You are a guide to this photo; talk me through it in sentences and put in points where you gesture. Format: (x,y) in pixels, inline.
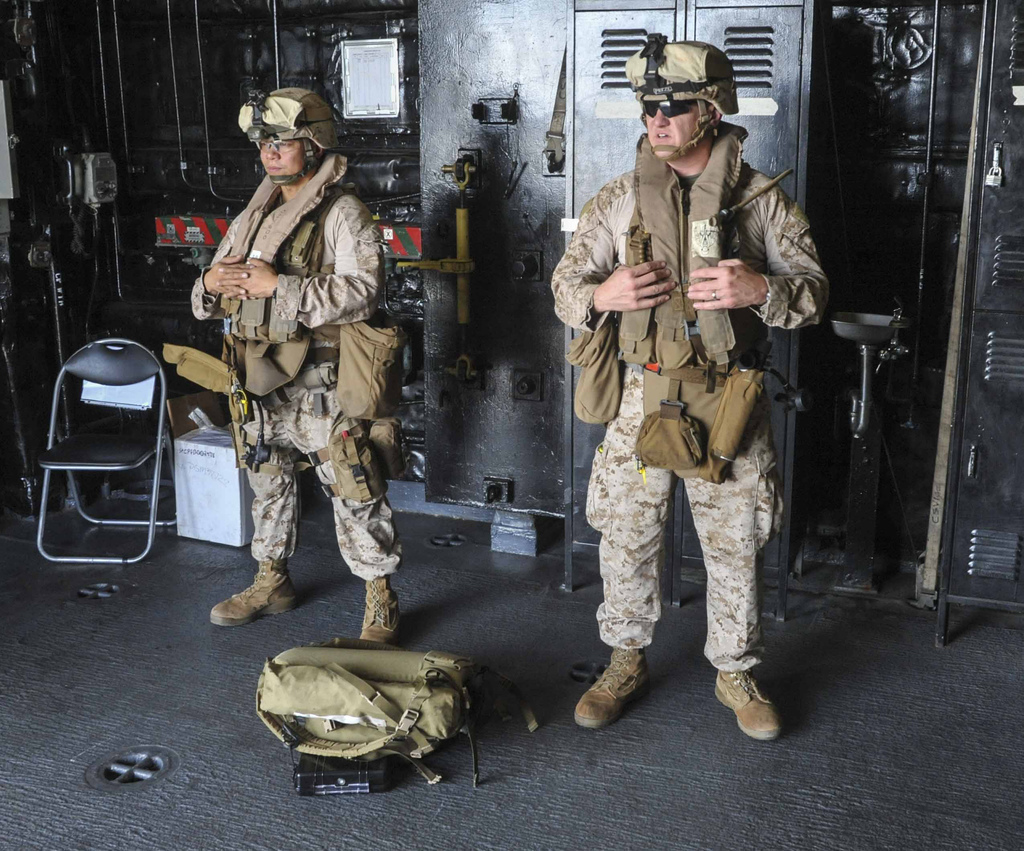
In this picture there are two soldiers (723,309) standing and there is a bag (341,737) in front of them and there is a chair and some other objects (511,51) in the background (543,89).
